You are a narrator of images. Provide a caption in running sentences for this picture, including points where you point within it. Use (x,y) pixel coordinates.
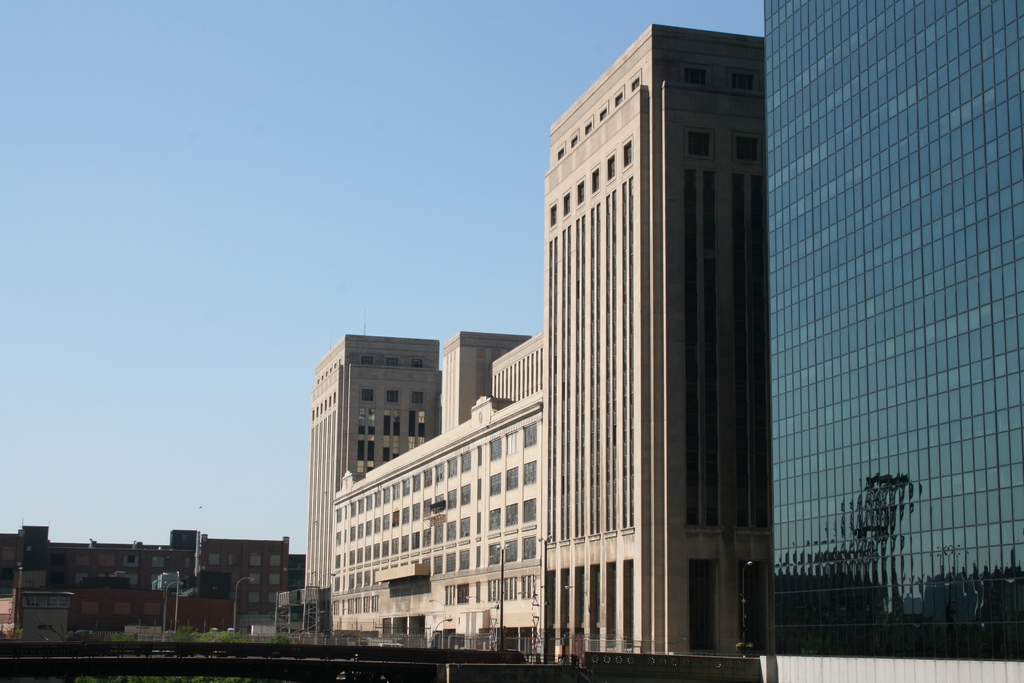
In this image I can see number of buildings (388,507) and on the left side (164,620) I can see few poles (166,607). I can also see the sky (240,214) in the background (297,268).
